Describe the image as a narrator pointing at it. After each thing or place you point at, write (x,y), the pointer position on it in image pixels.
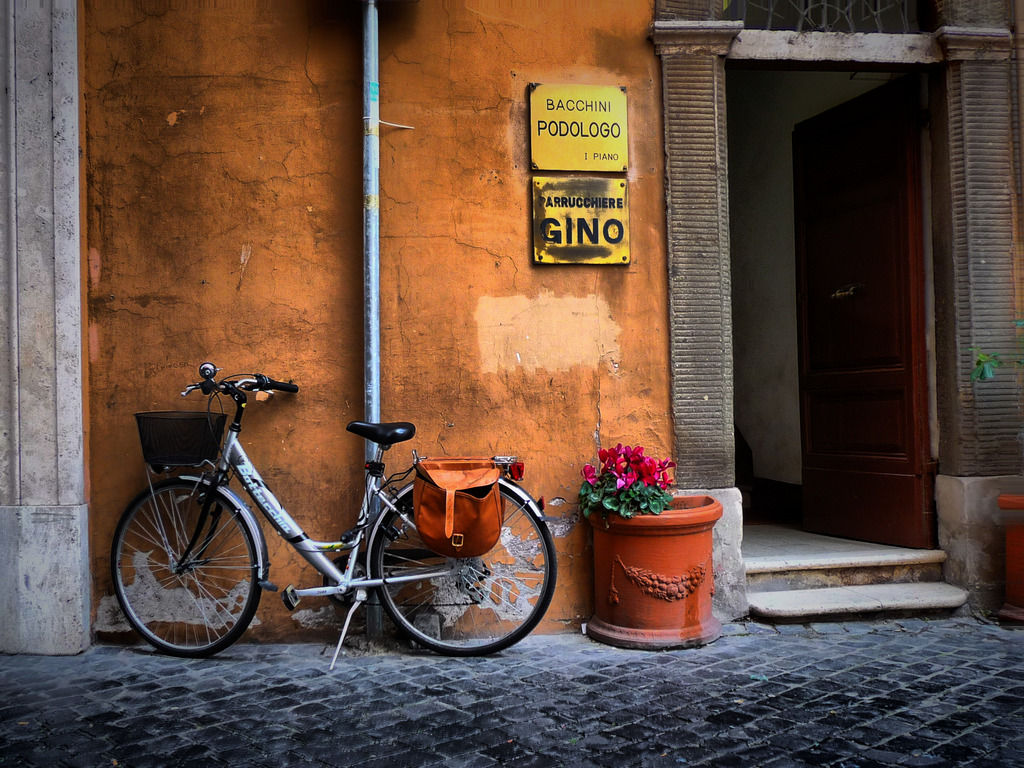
In this image we can see there is a cycle (466,599) parked on the path (724,656) of a road (461,724), beside the cycle (450,559) there is a flower pot (620,551). In the background of the image (521,110) there is a building (813,78).
